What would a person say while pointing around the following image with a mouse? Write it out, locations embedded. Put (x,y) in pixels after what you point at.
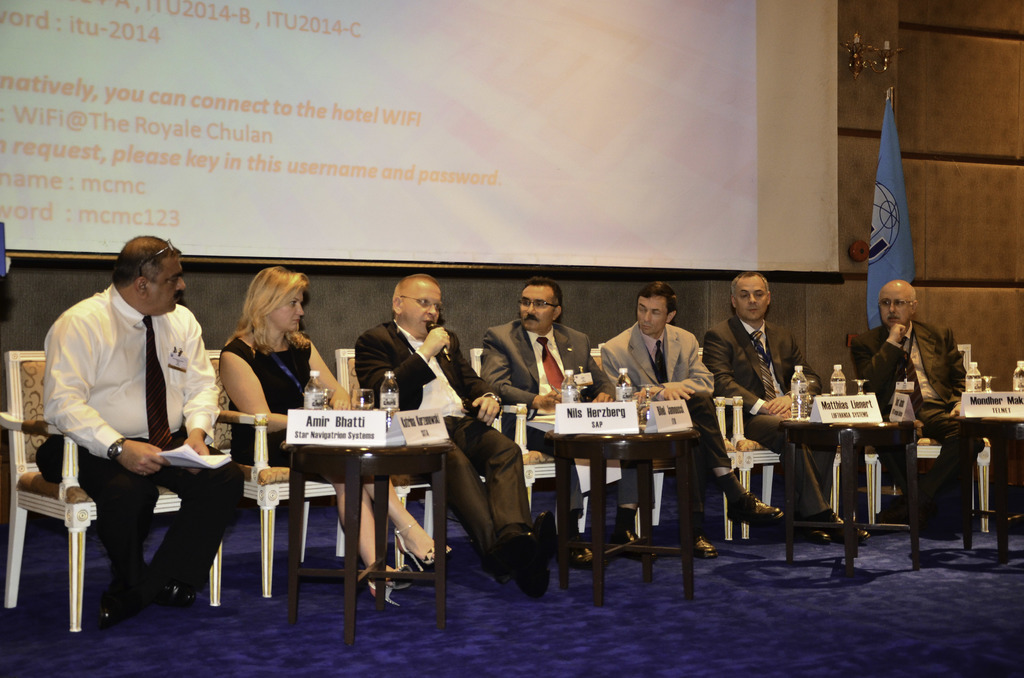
In this picture there are group of people (139,376) those who are sitting on a stage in a row, and there is a projector screen (542,66) at the center of the image (371,252), it seems to be an argument which they are conducting on the stage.
